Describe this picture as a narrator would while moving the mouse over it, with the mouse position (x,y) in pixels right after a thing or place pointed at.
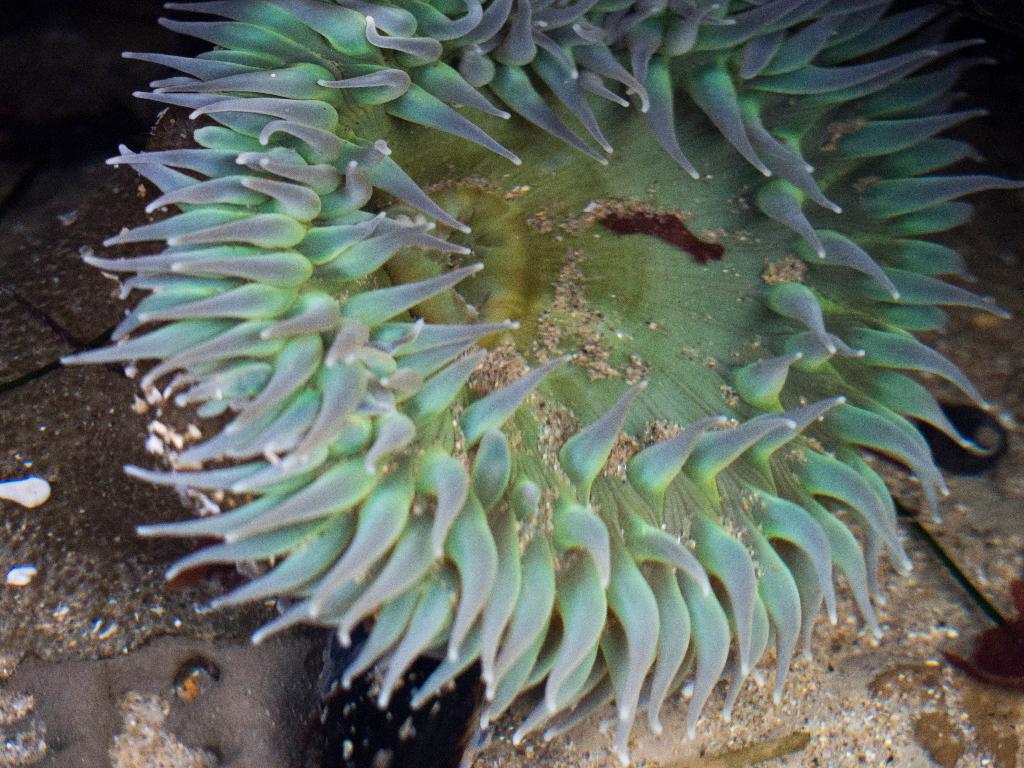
In this image, we can see an underwater marine object (480,405).
